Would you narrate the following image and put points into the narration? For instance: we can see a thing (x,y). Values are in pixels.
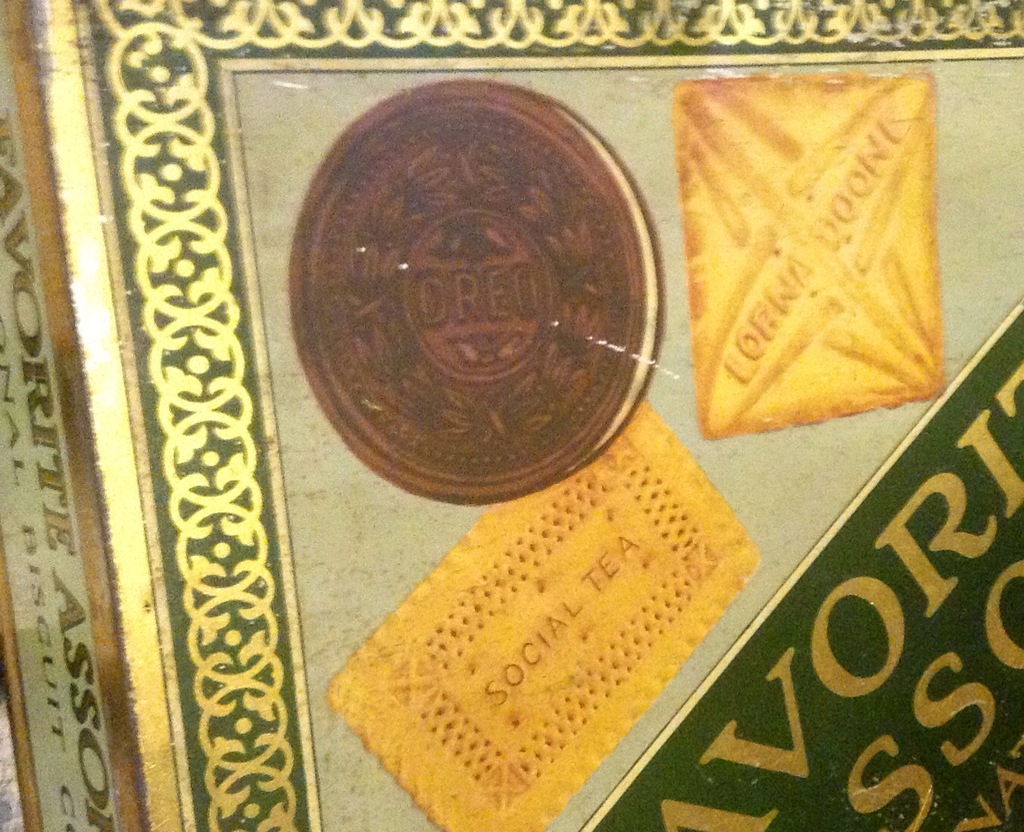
In this picture it seems like a box (148,142) and we can see some information (762,750). We can see the depictions (526,830) of the biscuits (526,830).
